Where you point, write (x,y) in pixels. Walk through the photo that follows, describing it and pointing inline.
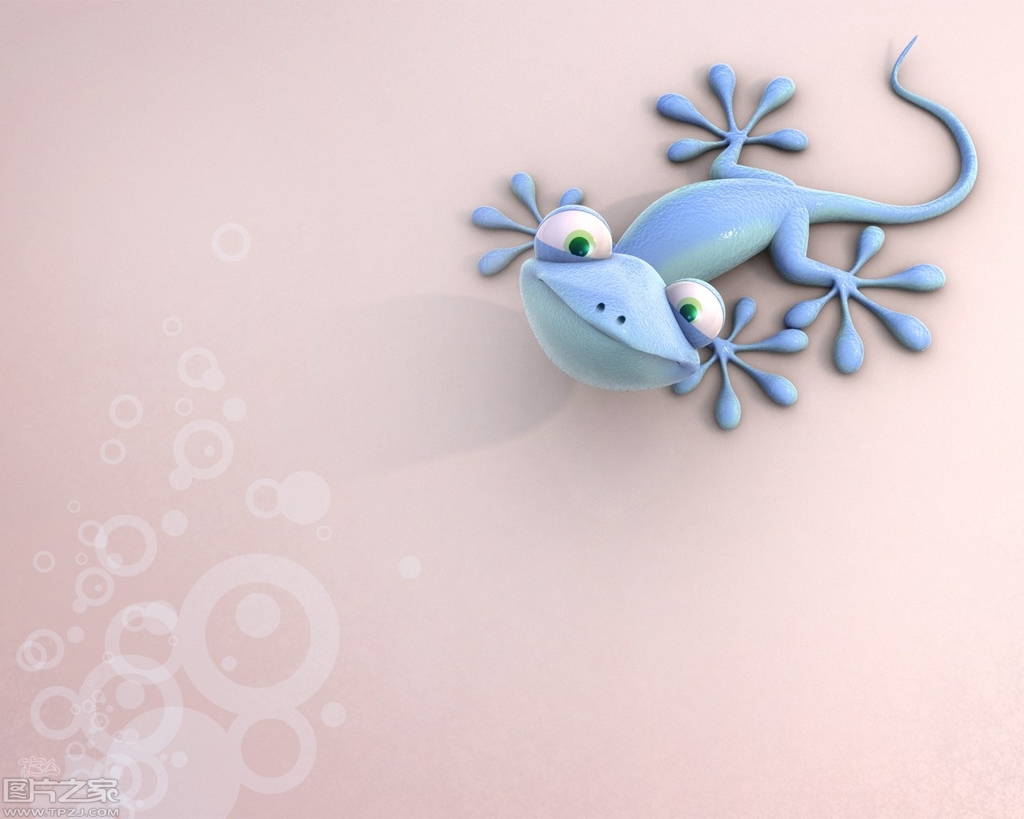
In this image we can see a lizard (744,231) on the surface (432,445). This is an animated image. There is a watermark (59,773) on the image.
